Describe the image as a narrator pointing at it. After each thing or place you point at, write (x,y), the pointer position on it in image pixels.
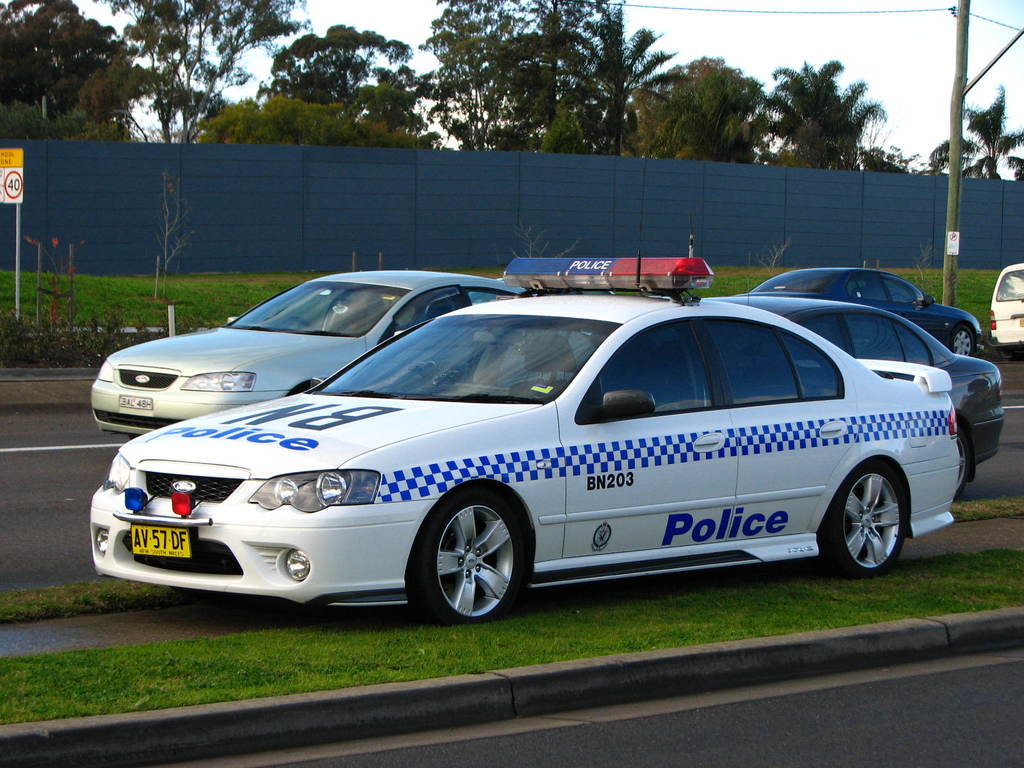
In this image I see the road (1013,739) and I see the green grass (326,632) over here and I see few cars (470,383) and I see words (294,423) written on this car (542,448) and I see grass (177,301) over here and I see the fencing (681,216) and I see a pole (950,290) and a wire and in the background (487,84) I see number of trees (624,64) and I see the sky (747,25).
